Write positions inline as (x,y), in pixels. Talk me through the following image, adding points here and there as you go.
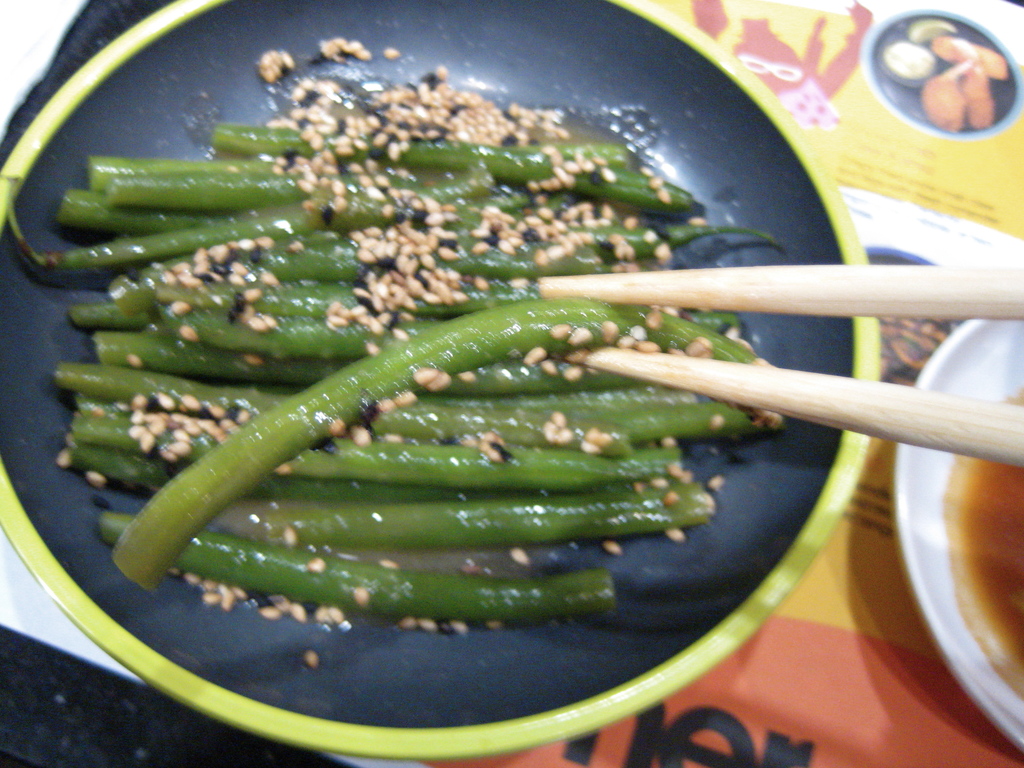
In this image there are some food items (306,341) in a pan (369,379) and some food item (615,310) is held by chopsticks (705,269), beside the pan (684,262) there is a bowl (951,473) with some sauce (961,510) in it on the table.
